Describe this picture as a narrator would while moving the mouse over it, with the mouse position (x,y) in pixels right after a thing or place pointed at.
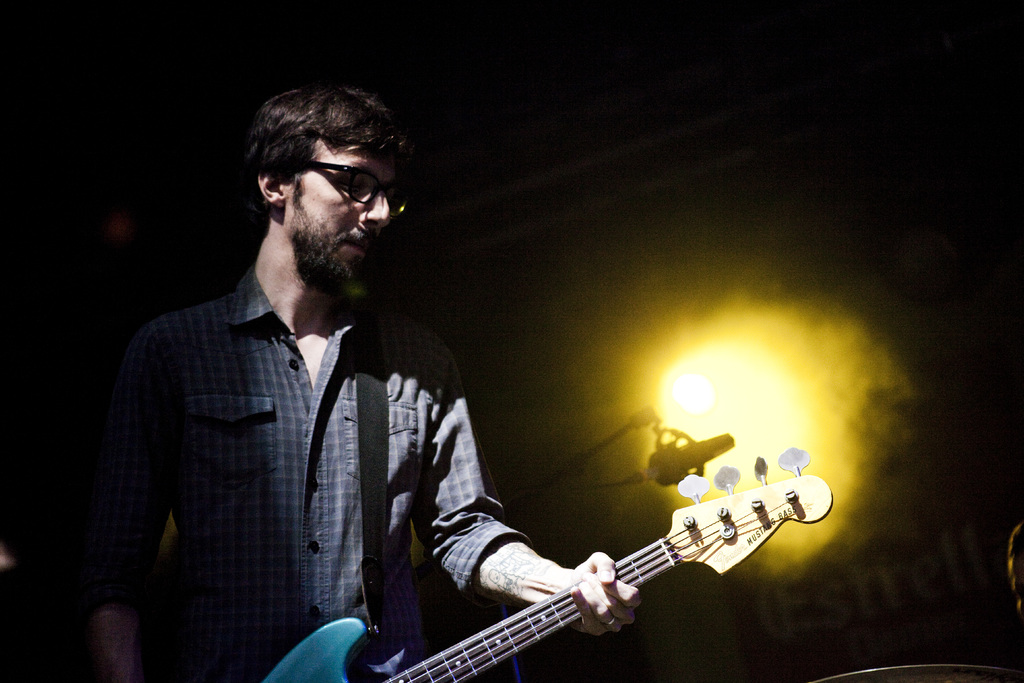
In this picture one man (332,418) is standing wearing blue shirt (332,501) and holding a guitar (724,551) and wearing glasses (349,194), behind him there is a microphone (676,457) and a big wall (886,446).
